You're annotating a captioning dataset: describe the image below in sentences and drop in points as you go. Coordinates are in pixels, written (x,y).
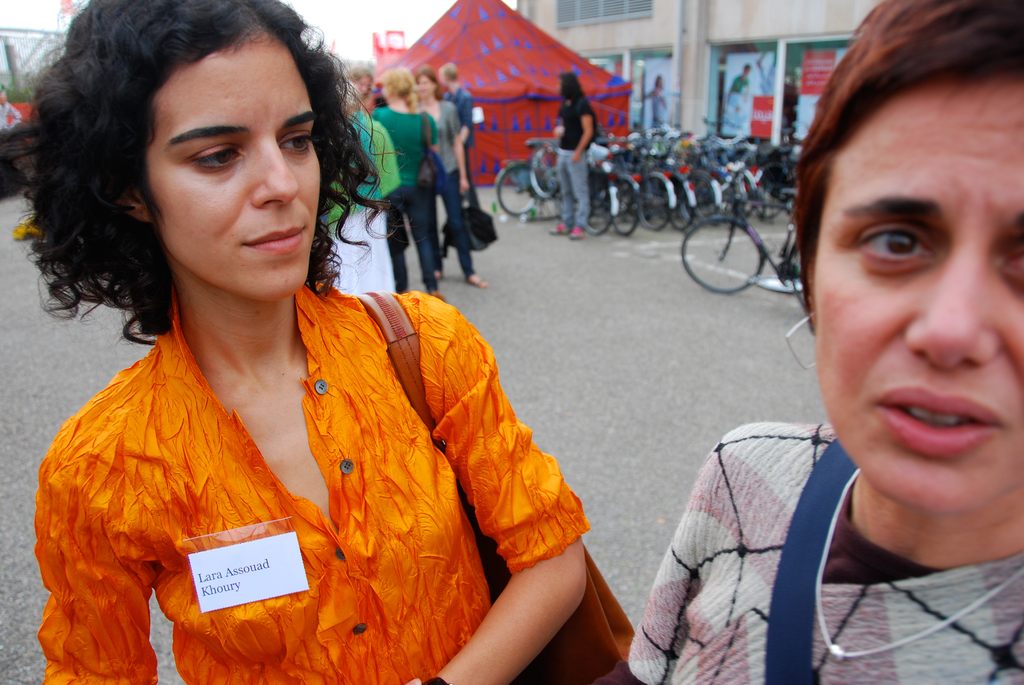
This image is taken outdoors. In the background (756,60) there is a building (764,52) with walls (600,27) and a door (773,98). There are many boards (755,89) with text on them. There is a tent (447,53). A few people (443,75) are standing on the road (453,265). Many bicycles (601,175) are parked on the road (778,220) and a woman (563,121) is standing on the road (611,309). On the left side of the image (246,459) there is a woman (311,497) and she has worn a handbag (419,373). On the right side of the image (859,513) there is a woman (864,597).
